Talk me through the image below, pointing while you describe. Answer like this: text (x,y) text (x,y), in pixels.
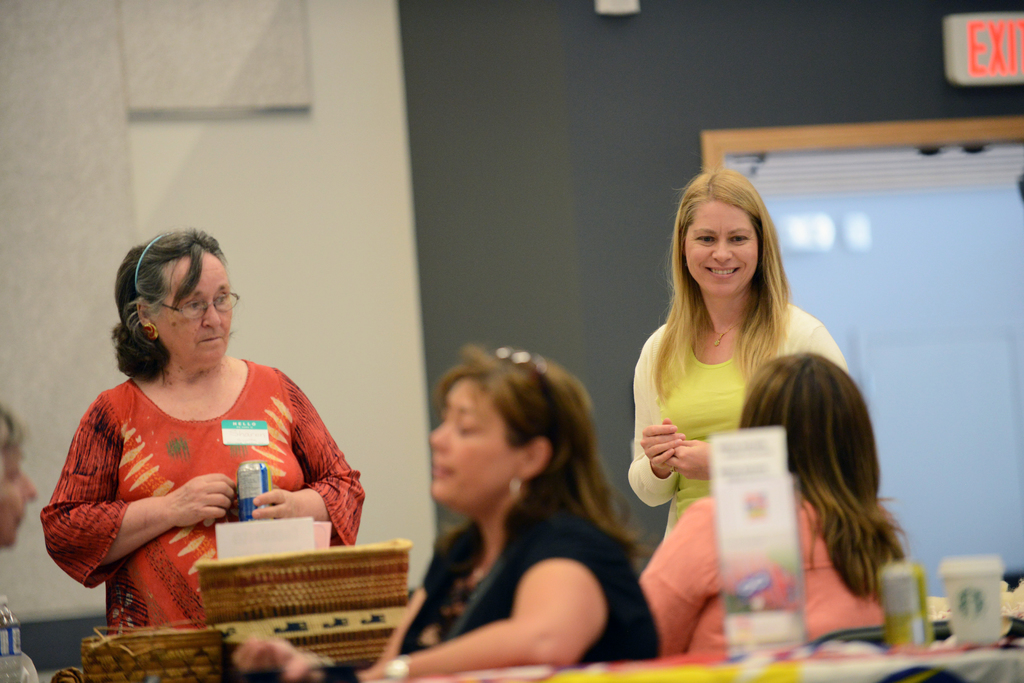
In the center of the image (649,349) there are ladies (588,481). In the background of the image (378,116) there is wall (602,169). There is a glass window (854,329). At the bottom of the image (938,652) there is table (906,666) there are objects (906,573) on it.
